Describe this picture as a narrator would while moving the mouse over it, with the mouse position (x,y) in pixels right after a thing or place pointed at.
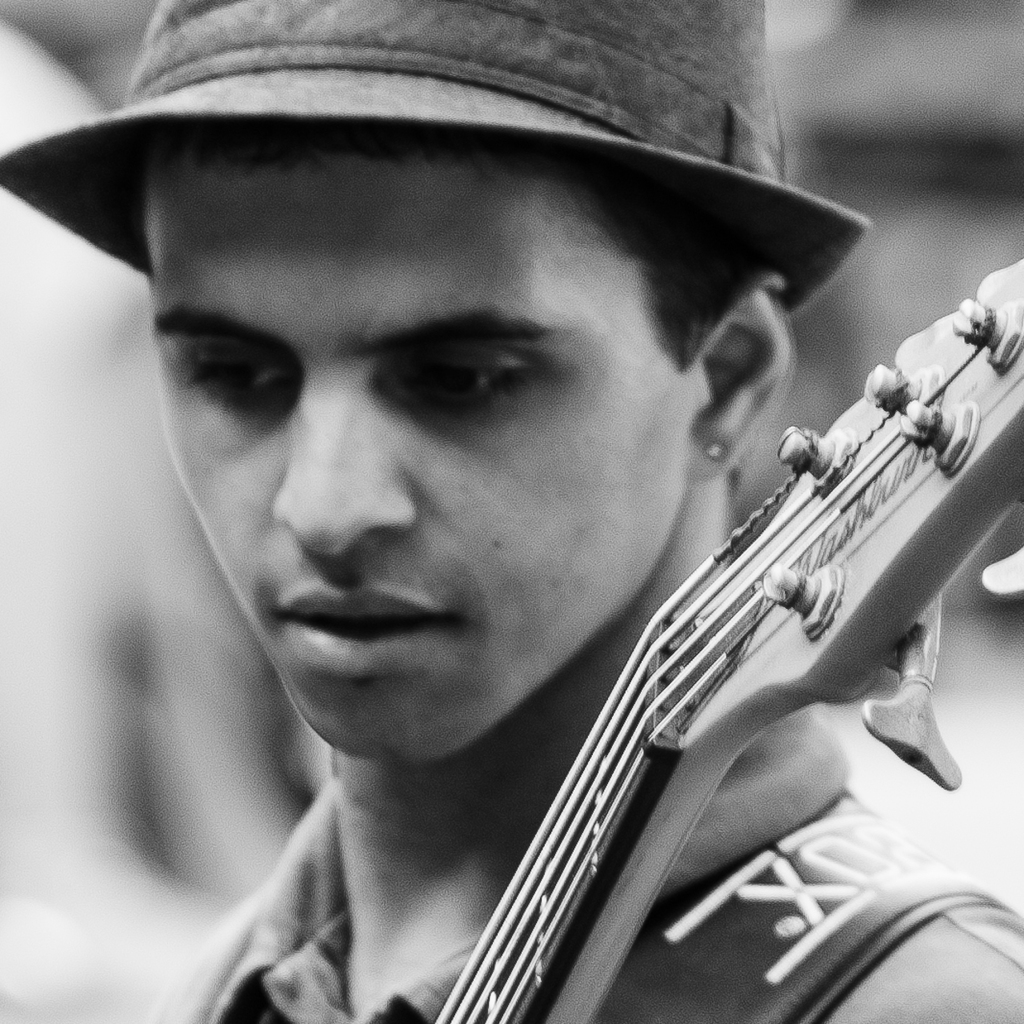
In this image in the front (751,524) there is a person (534,579) and there is a musical instrument (625,770) and the background (107,533) is blurry.
